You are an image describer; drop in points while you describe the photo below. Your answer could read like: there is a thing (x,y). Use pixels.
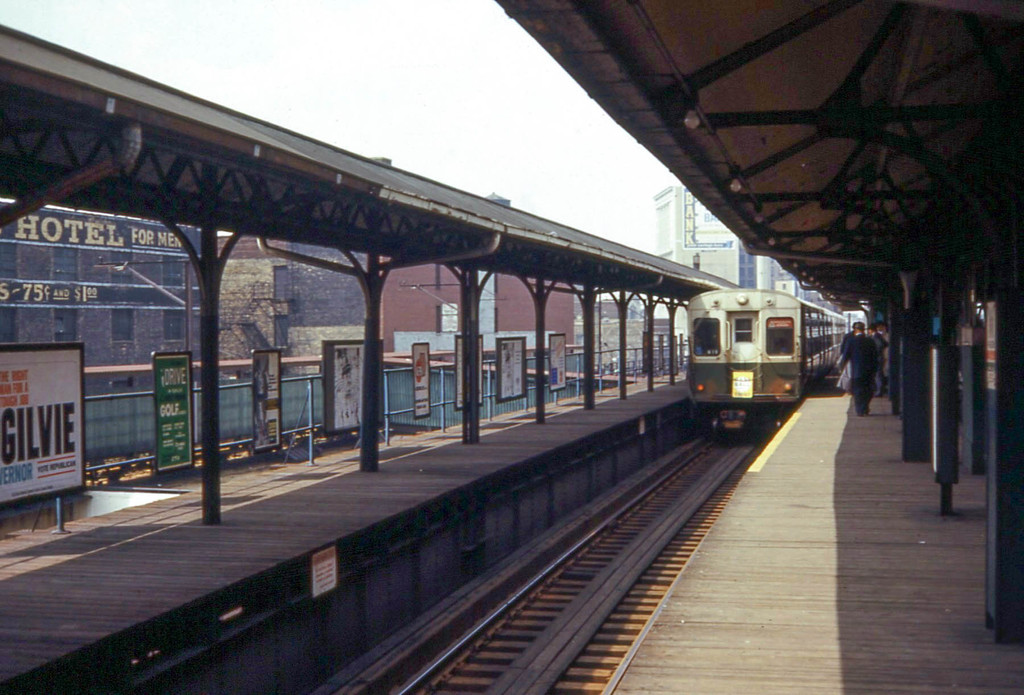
In the foreground (786,440) I can see a train (753,383) on a track (628,550) and a crowd (871,384) on the platform (866,430). In the background (299,305) I can see buildings (52,240), hotels (36,247), boards (279,374) and the sky (401,88). This image is taken during a day.
